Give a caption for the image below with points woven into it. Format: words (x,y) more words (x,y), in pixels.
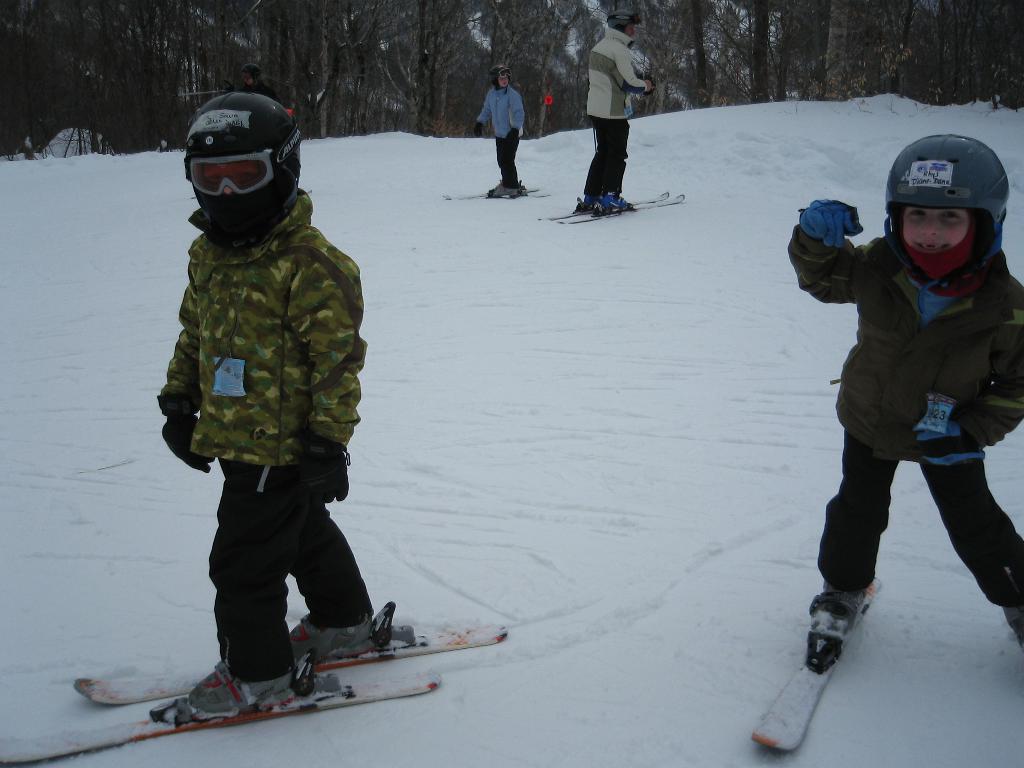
In this picture we can see there are five people (504,175) skating with the ski boards (466,637) on the snow (431,546) and behind the people (273,233) there are trees (665,61).
